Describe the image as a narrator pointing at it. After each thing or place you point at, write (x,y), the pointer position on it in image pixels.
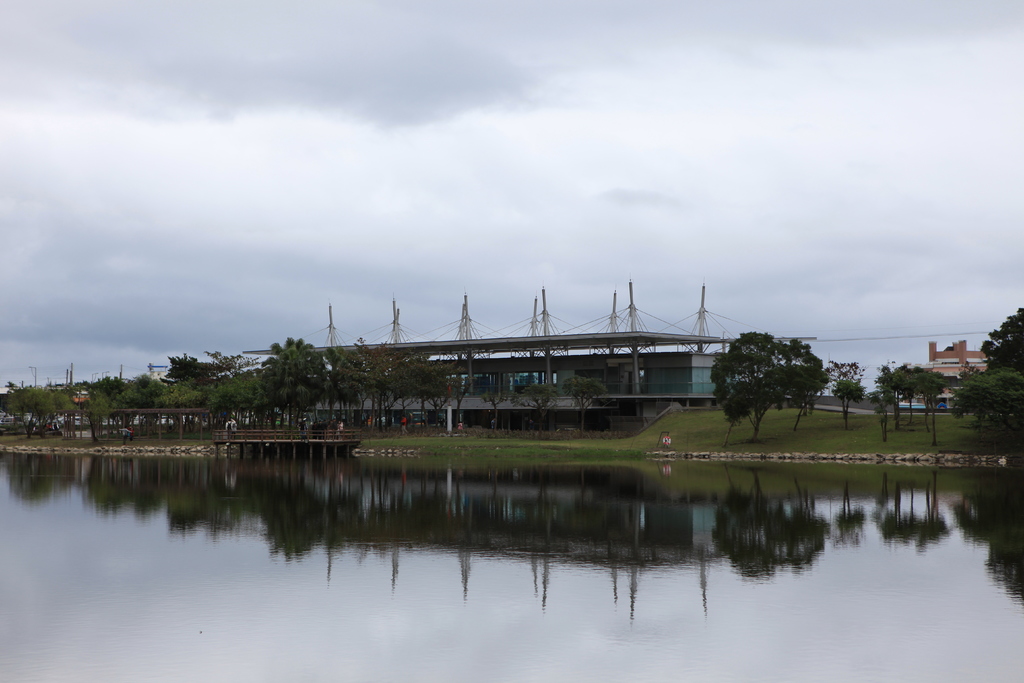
In this image I can see the water (507,544). In the background (744,371) I can see few trees (765,355) in green color, buildings (476,362), few poles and the sky (675,175) is in white and blue color.
